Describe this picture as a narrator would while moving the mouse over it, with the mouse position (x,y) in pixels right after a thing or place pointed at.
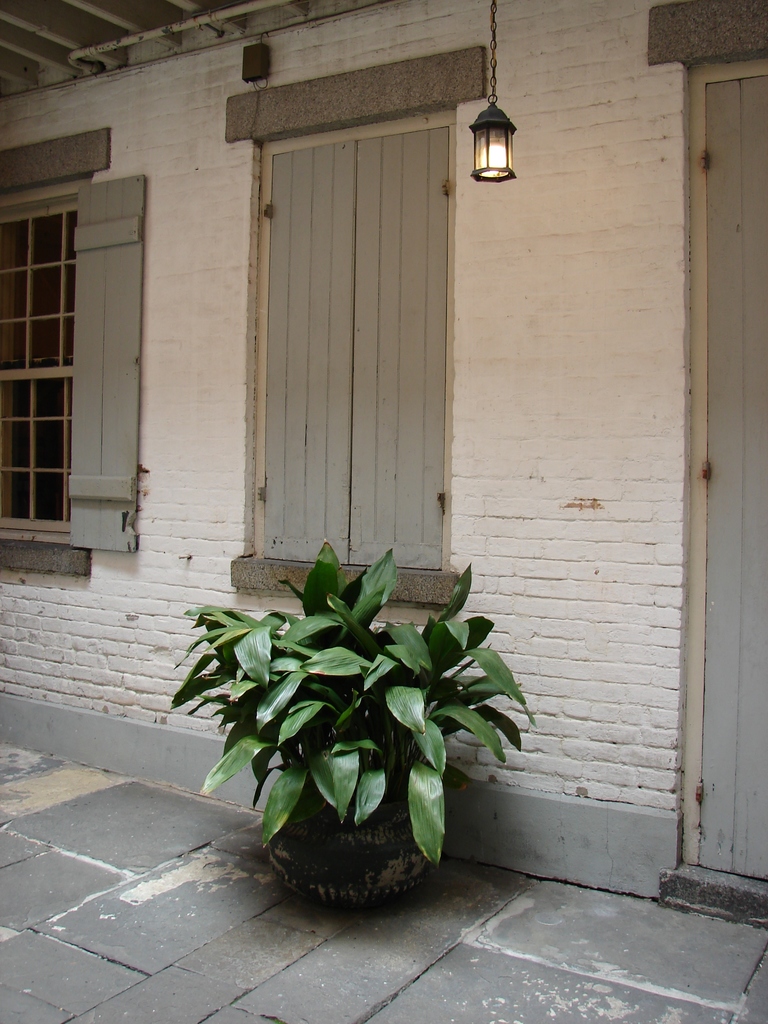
In this image I can see a plant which is in green color. Background (69,329) I can see few windows (428,367), a lamp (495,69) and the wall (585,375) is in white color.
